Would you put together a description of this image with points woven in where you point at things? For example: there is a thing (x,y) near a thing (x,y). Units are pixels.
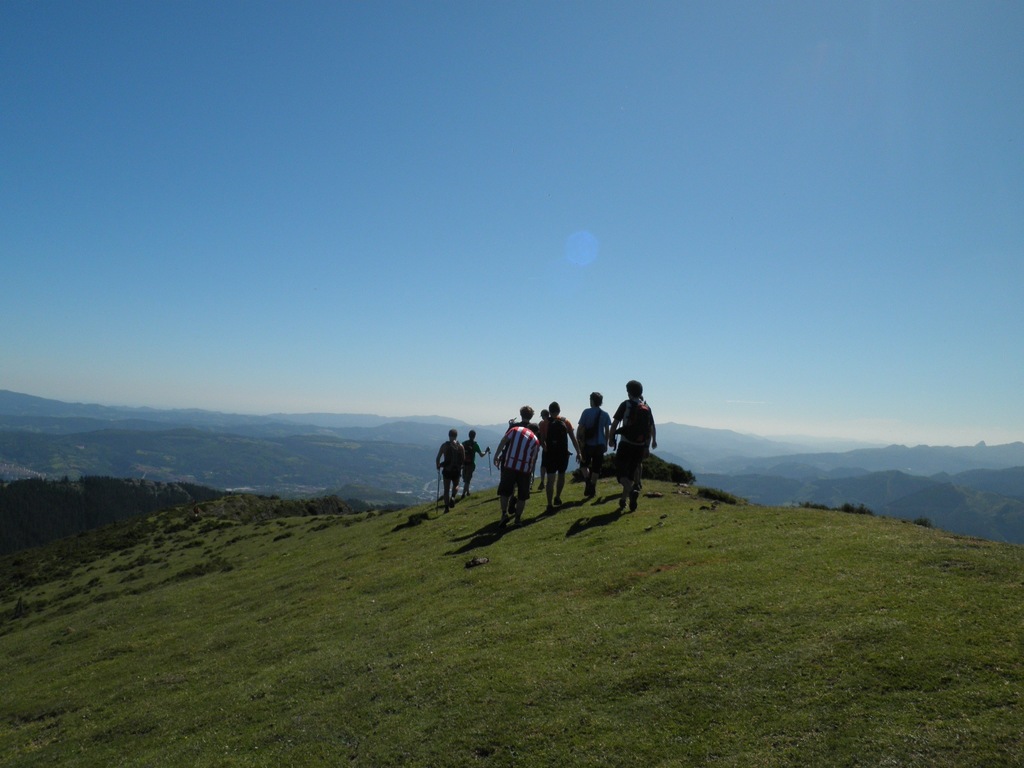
This image is clicked outside. There is sky (507,191) at the top (451,207). There are some persons (552,433) walking in the middle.
